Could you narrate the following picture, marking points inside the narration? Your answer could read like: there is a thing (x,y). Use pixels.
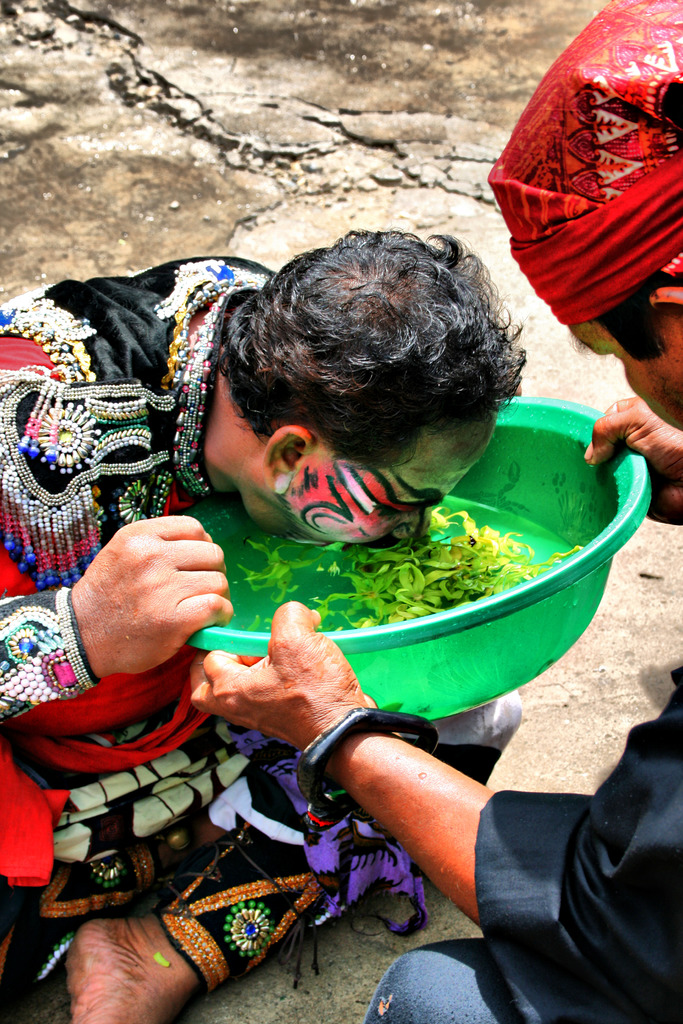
In this picture we can observe a person (300,413) wearing black and red color dress (148,767) sitting on the land (223,207). He is drinking some water (237,584) in the green color bowl (504,651). On the right side (582,930) there is another person (613,784). He is wearing red color cloth (588,157) on his head (592,150).
